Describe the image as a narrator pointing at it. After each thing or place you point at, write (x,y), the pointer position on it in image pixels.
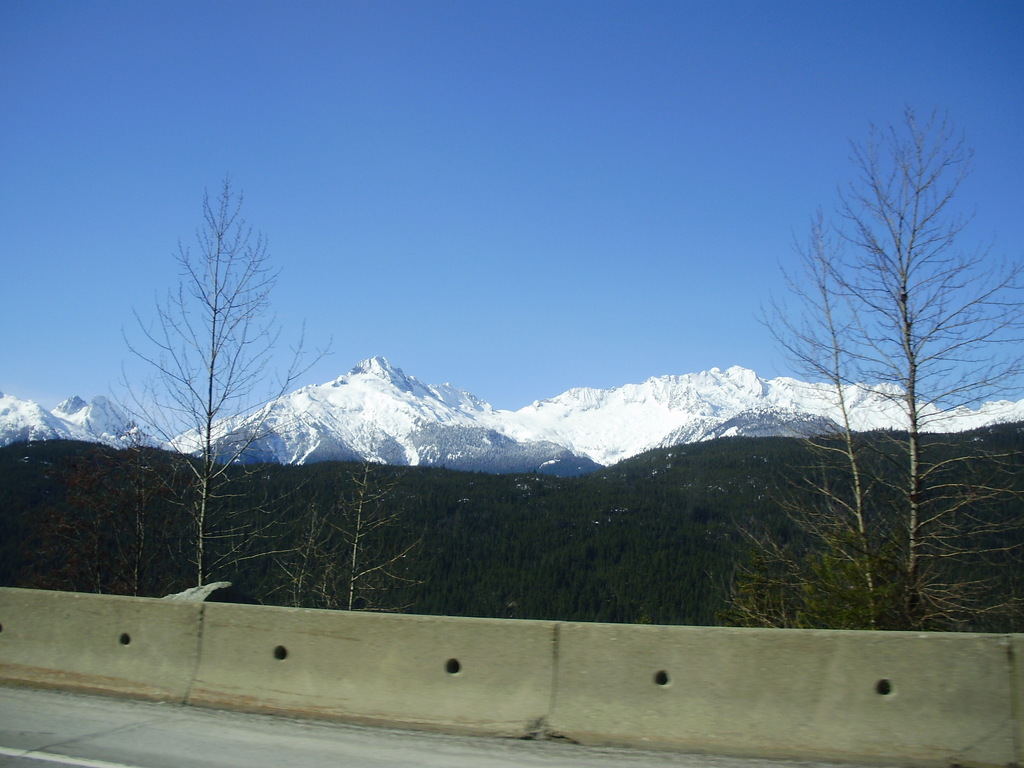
On the bottom (432,683) we can see the concrete wall (491,727) near to the road (271,752). In the background (308,414) we can see snow mountain (640,450) and trees (636,509). On the top (575,138) there is a sky (578,111).
